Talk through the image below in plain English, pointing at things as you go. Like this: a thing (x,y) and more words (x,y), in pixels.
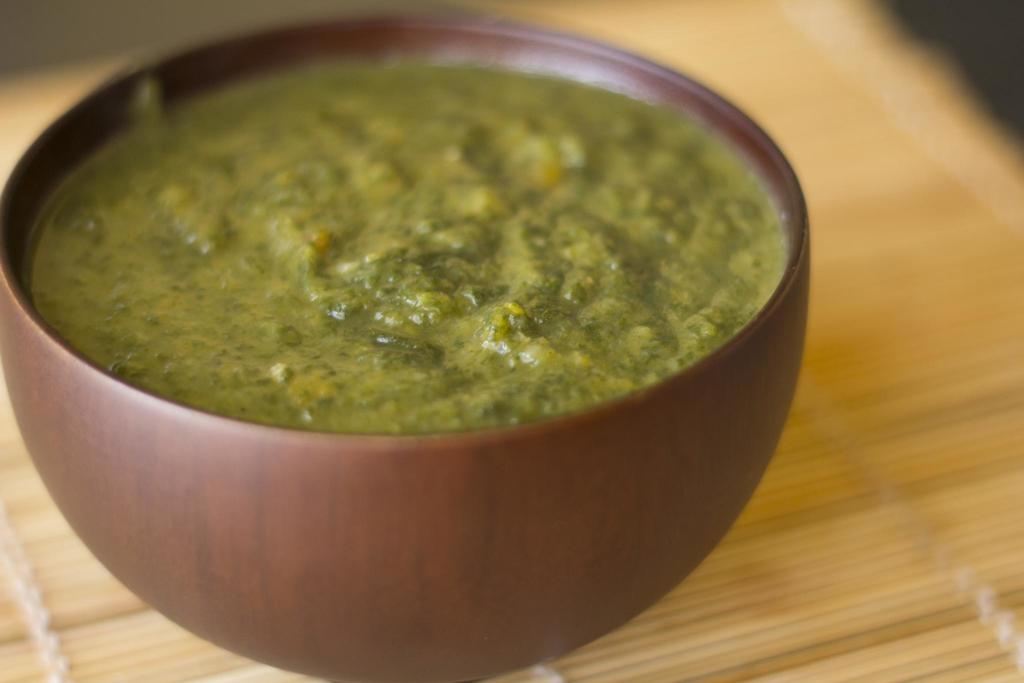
In this image I can see a brown colored bowl (397,517) on the cream colored wooden surface (833,532). In the bowl (495,499) I can see a food item (352,241) which is green in color.
